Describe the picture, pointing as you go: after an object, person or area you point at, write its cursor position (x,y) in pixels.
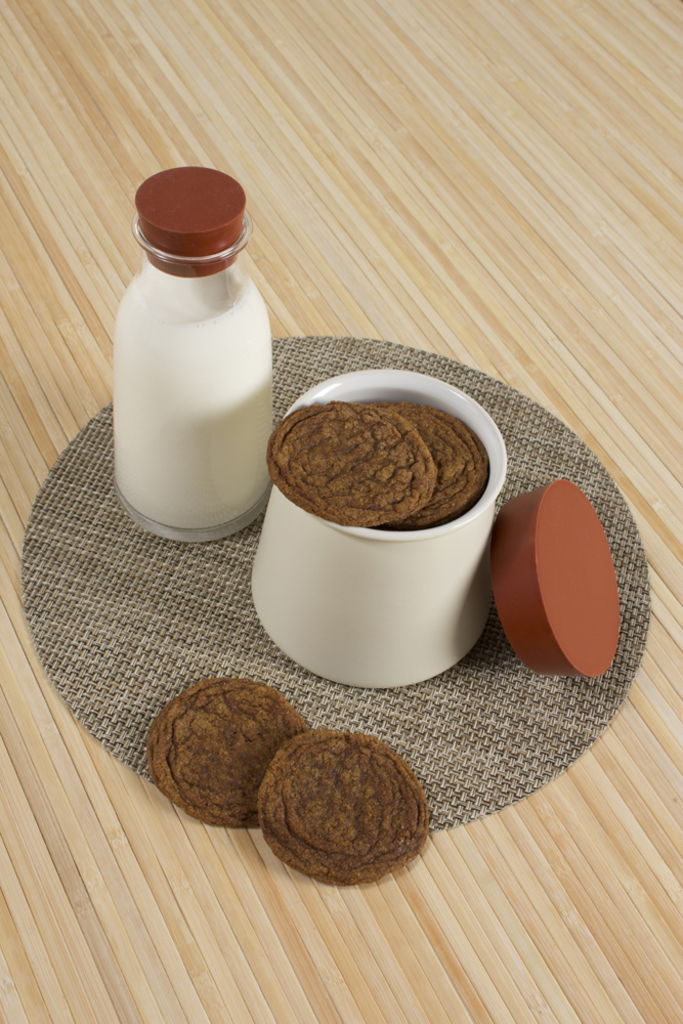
In the foreground of this picture (273,704), there is circular table mat (83,639) on the table (42,892) and there are cookies (253,787), a lid (548,565), a bowl (399,622) with cookies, and a milk bottle (167,361) is placed on the mat (84,440).
